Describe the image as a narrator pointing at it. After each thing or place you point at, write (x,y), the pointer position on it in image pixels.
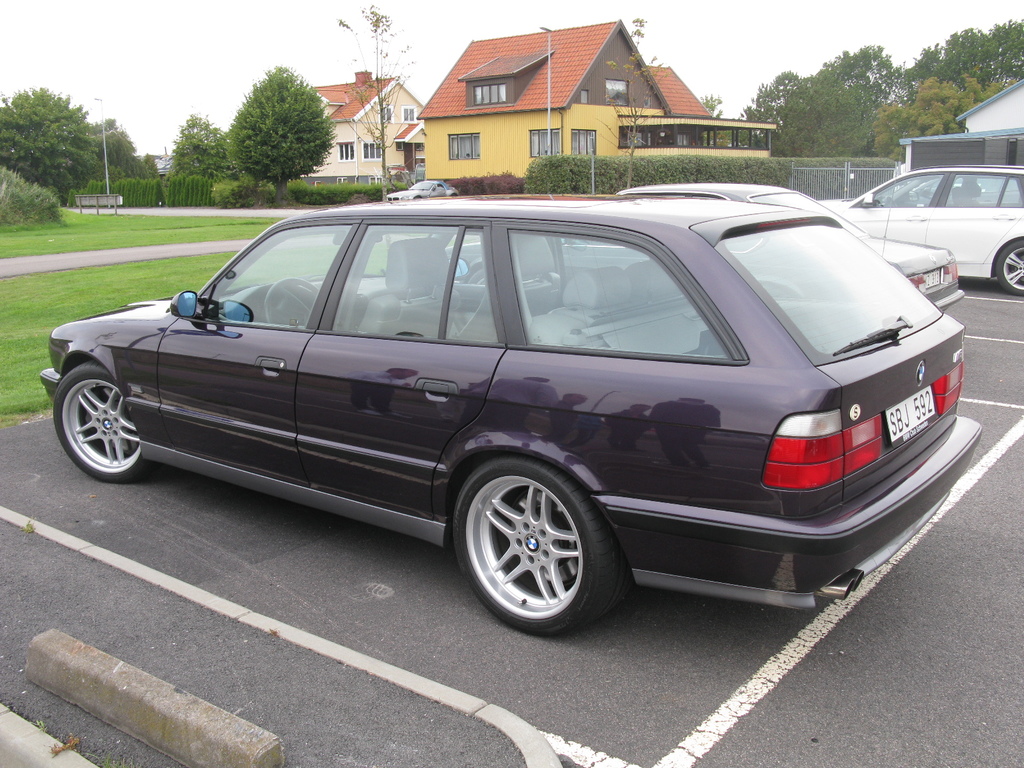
In this image, we can see vehicles (551,369) on the road (27,609) and in the background (311,143), there are trees (921,119), poles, a fence (819,185), hedges (131,188) and there are houses (365,94) and a board (86,197). At the top (280,47), there is sky (280,47).
